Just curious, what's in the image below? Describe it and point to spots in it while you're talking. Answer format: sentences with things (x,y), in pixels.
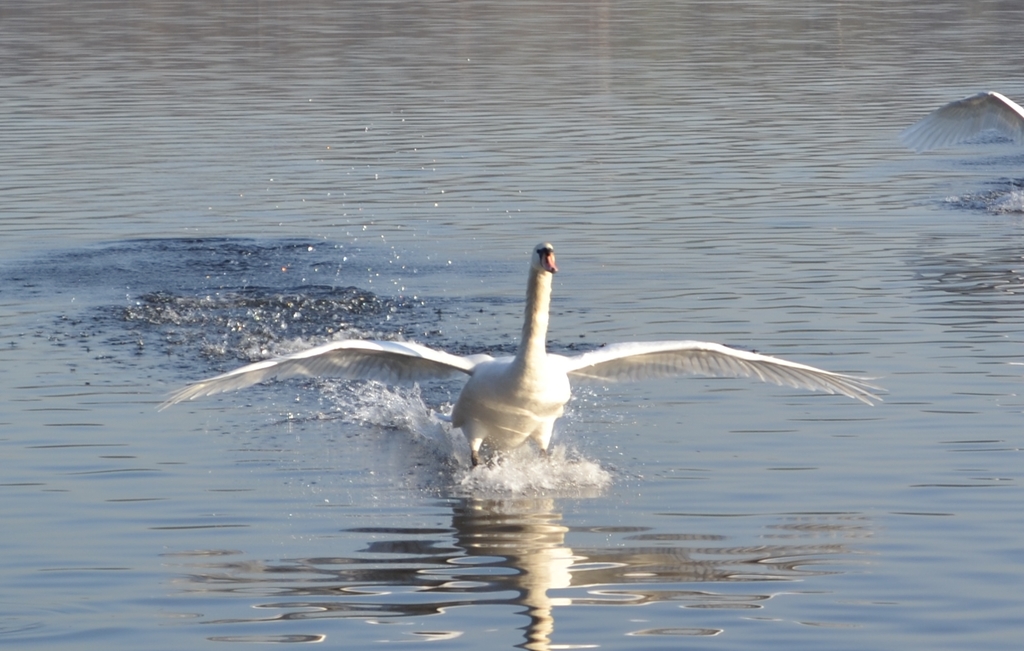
In this image in the center (502,377) there is a bird (495,390) in the water (1019,85). On the right side (977,119) there is an object (960,129) which is white in colour and in the background (443,159) there is a sea (484,137).
